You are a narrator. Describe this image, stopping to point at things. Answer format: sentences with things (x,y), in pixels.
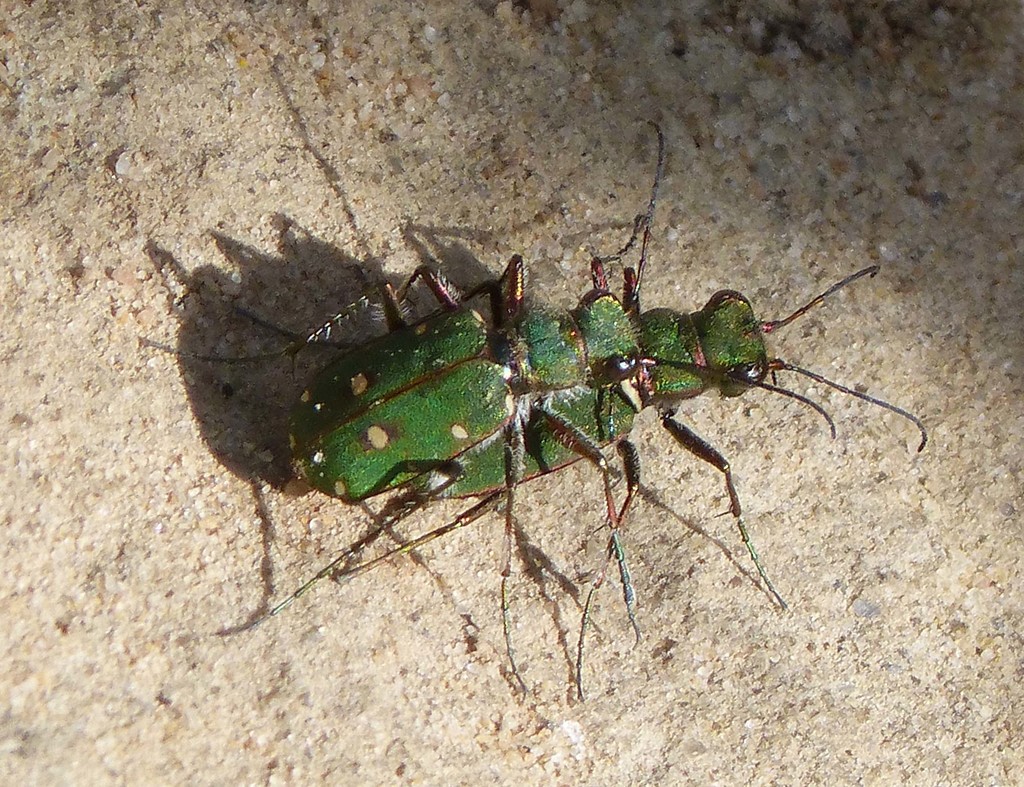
In the image there are two insects (518,368) on the ground (421,311).
